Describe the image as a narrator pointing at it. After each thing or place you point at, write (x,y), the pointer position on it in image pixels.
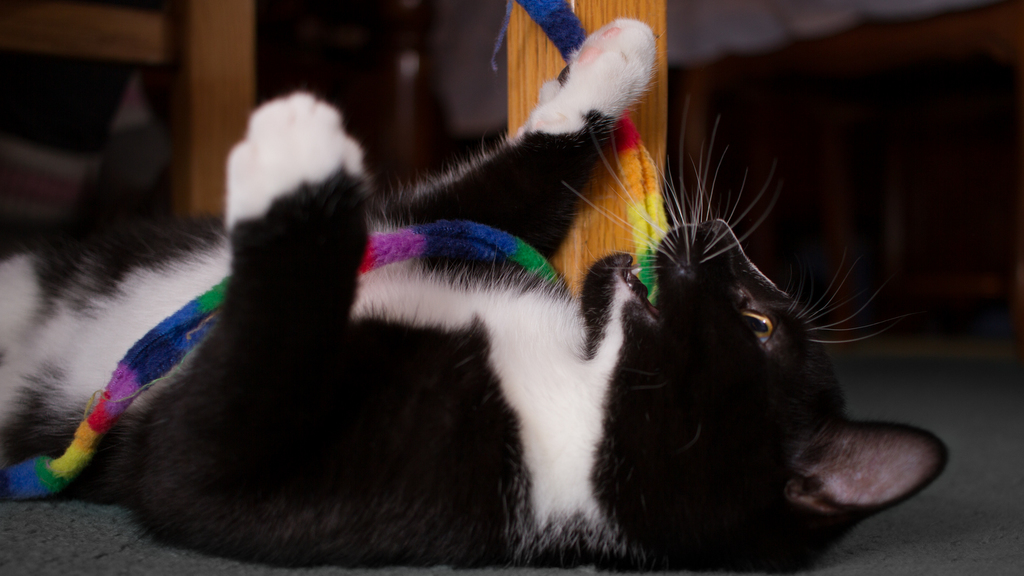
In this picture we can see a cat (461,409) on the ground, here we can see wooden objects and some objects (826,31).
